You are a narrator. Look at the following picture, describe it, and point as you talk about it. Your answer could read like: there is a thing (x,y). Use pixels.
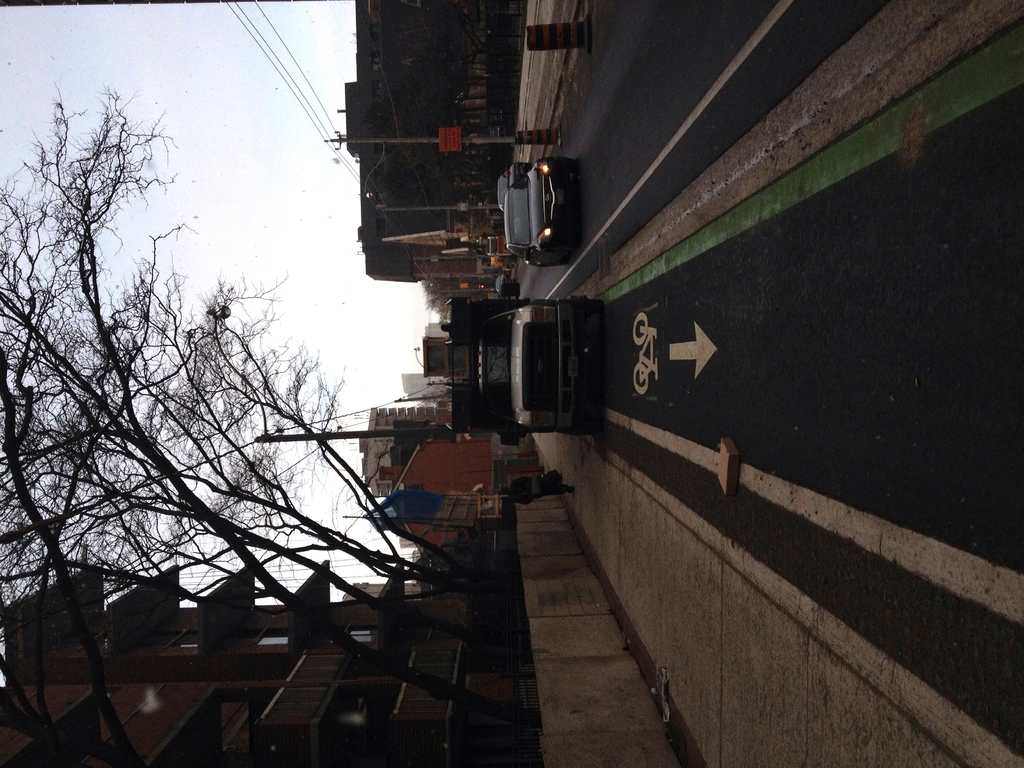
In this image there are buildings (396,748), trees (281,414), poles (454,207), boards (447,147), vehicles (513,413), a person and objects (503,494). Vehicles (525,405) are on the road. In the background of the image (113,67) there is the sky (164,268).
